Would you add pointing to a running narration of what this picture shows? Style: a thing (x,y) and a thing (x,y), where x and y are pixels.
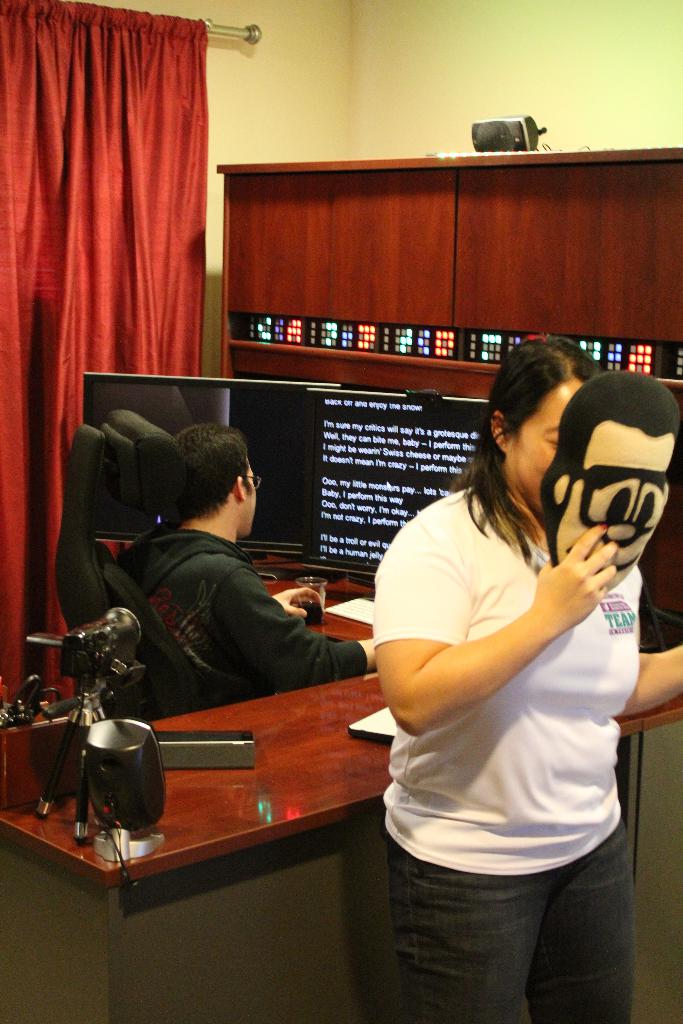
I can see in this image a woman (496,660) is standing and a man (218,597) is sitting on a chair (69,498) beside a table (263,767). On the table (288,875) we have few objects (145,753) on it. On the left (96,171) I can see that curtain (99,164) and a wall (376,37). The woman (600,591) is holding a mask (627,535) in her hand (606,526).
